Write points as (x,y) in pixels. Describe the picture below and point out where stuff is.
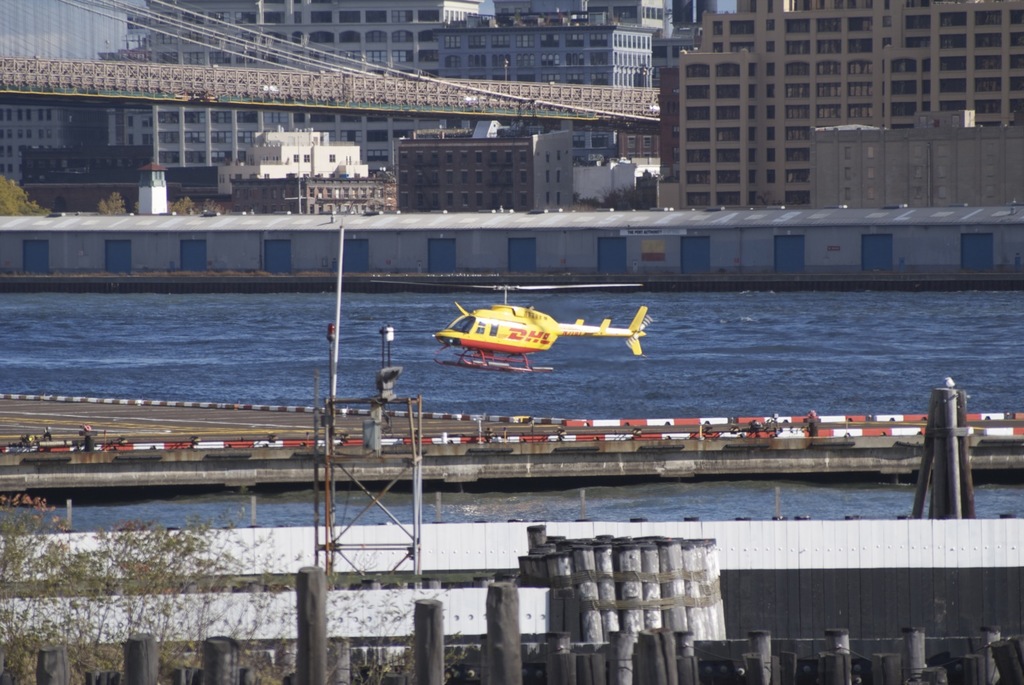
In this picture I can see few wooden poles (531,555) in front (322,646) and I see number of leaves (16,563) on the left bottom (138,529). In the middle of this picture (501,341) I can see a helicopter (454,330), few poles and I can see the water (581,350) and the roads (121,429). In the background (172,172) I can see number of buildings (276,133), few trees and a bridge (124,69).
